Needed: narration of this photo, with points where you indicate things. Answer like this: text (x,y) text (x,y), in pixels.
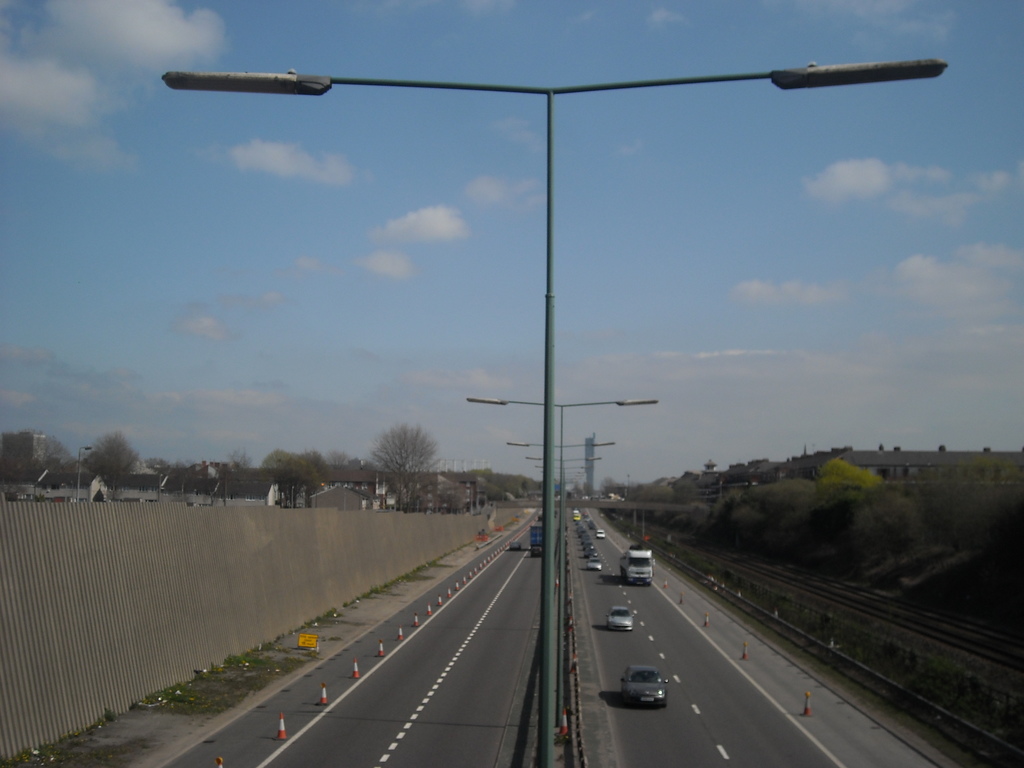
In this image there are a few vehicles (628,611) moving on the road (525,606), at the center of the road (529,722) there are few street lights (856,75). On the left (277,733) and right side of the road (706,663) there are traffic cones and on the either side of the image there are buildings (814,465) and trees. On the left side (202,598) there is a fence (380,544). In the background (227,242) there is the sky (385,217).
